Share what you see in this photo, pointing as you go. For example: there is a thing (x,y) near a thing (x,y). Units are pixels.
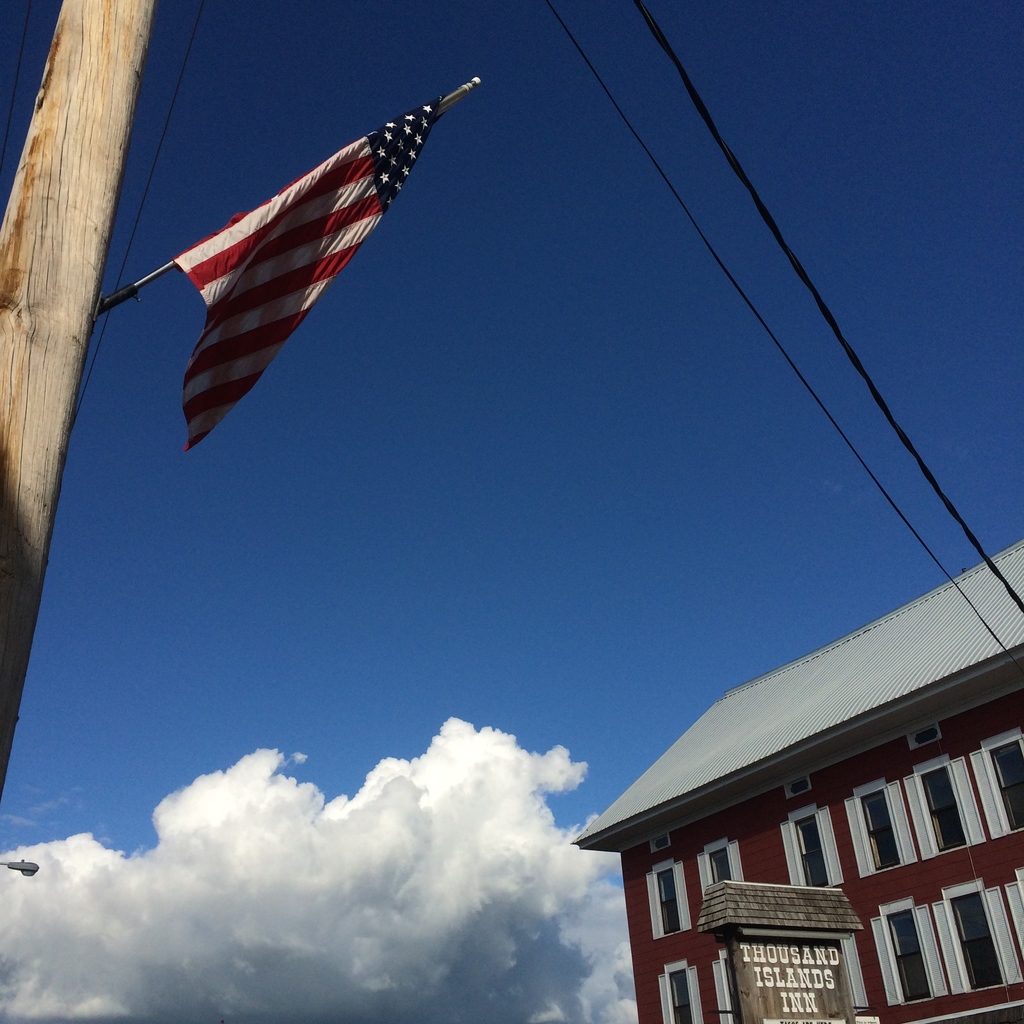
In this image we can see a house (850,938) with roof (735,690) and windows (880,852). We can also see some wires (1021,600) and a signboard (765,968) with some text (765,978) on it. On the left side (234,286) we can see the flag (222,289) to a pole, a street light (16,871) and the sky (42,840) which looks cloudy.
